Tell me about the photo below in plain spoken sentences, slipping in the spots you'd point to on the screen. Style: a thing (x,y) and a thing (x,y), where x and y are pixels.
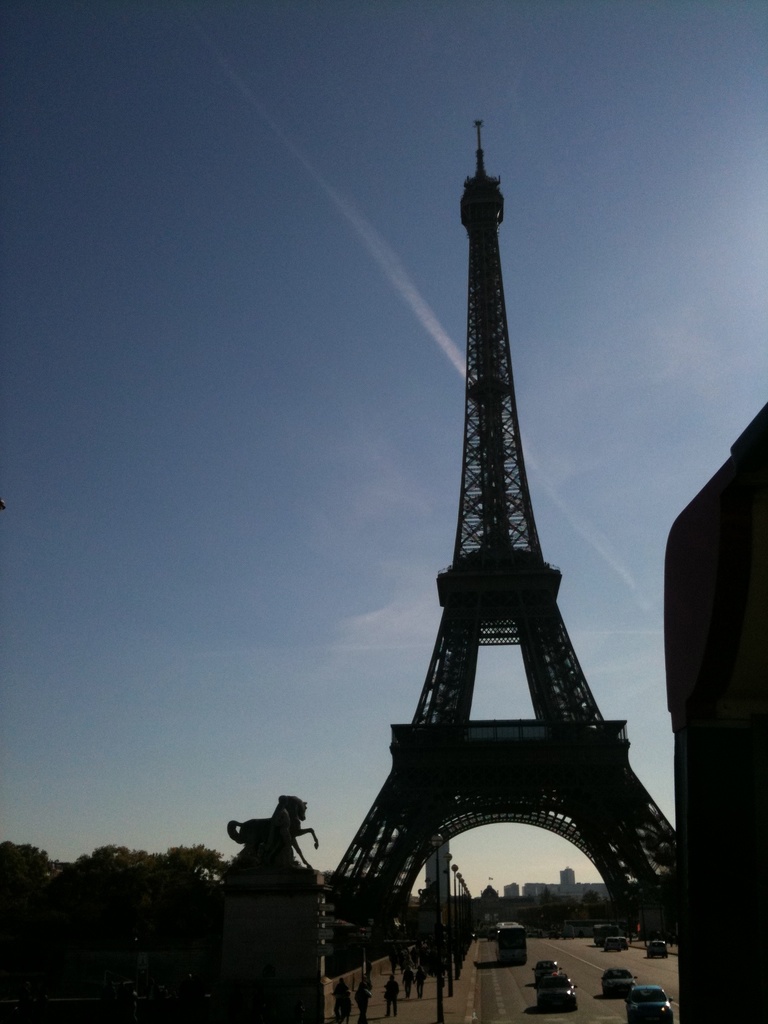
In the image there is a tall tower (487,194), around the tower (359,864) there are trees (29,881) and buildings (557,890) and under the tower (516,819) there are vehicles (604,928) on the road (509,983) and on the left side of the road (484,957) few people (408,991) are on the footpath (465,978).
